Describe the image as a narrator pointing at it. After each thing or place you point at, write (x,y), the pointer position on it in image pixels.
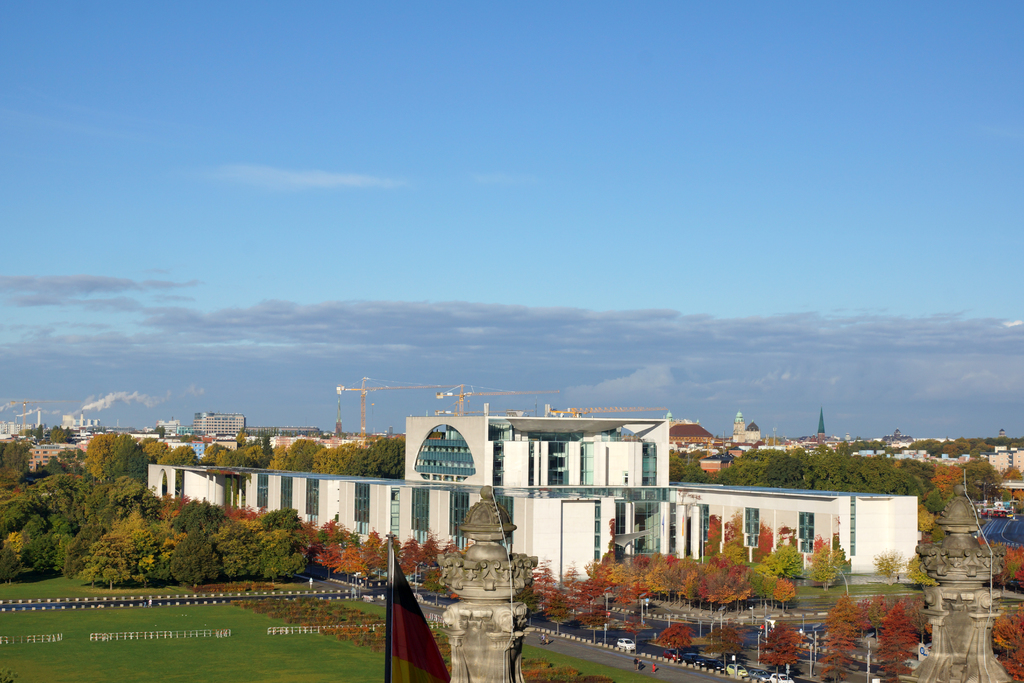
At the bottom of the image (369,590) there are towers (947,559), buildings (199,441), trees (259,459) and roads (662,655). At the top (882,206) there is sky (501,191).
